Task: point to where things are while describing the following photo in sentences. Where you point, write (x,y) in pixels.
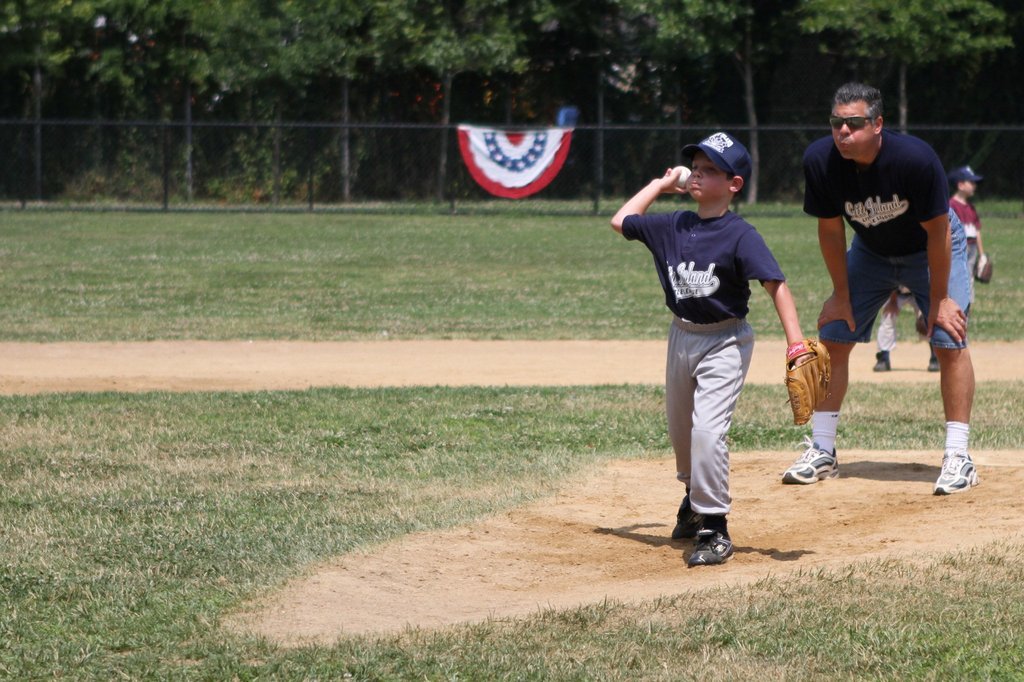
In the foreground of the picture (306,429) grass (318,489), sand (523,548) and we can see a kid (688,301) wearing glove (809,368) and throwing a ball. Towards right (877,263) we can see a person (879,288) standing. In middle of the picture (397,267) we can see fencing (331,193), grass (434,235), flag (487,150), kids (969,240) and other objects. At the top (281,26) there are trees (538,79).
